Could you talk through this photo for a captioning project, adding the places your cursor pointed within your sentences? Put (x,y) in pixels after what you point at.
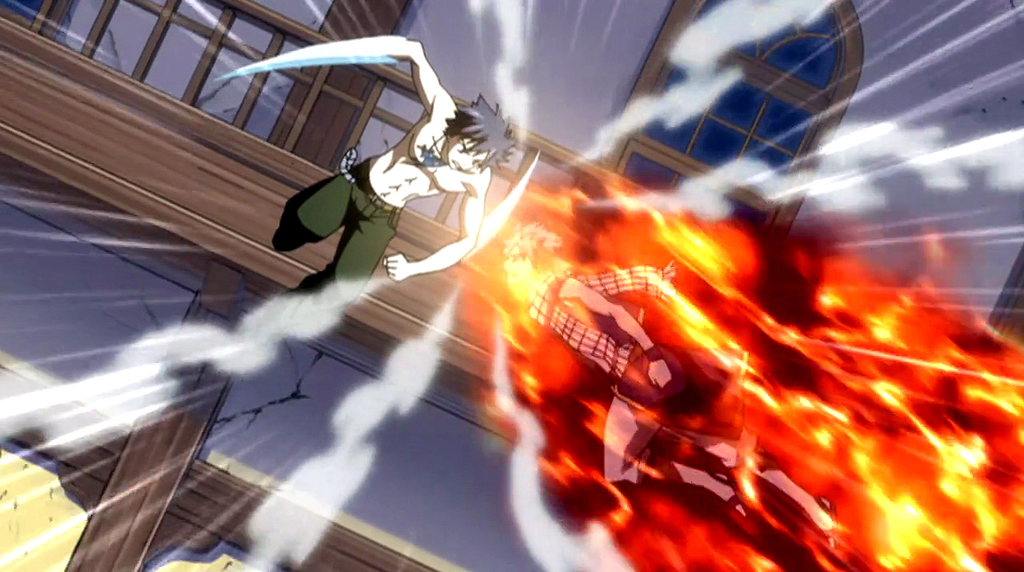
This is an animated image of two persons (349,244), building (270,17) and fire (940,389).
